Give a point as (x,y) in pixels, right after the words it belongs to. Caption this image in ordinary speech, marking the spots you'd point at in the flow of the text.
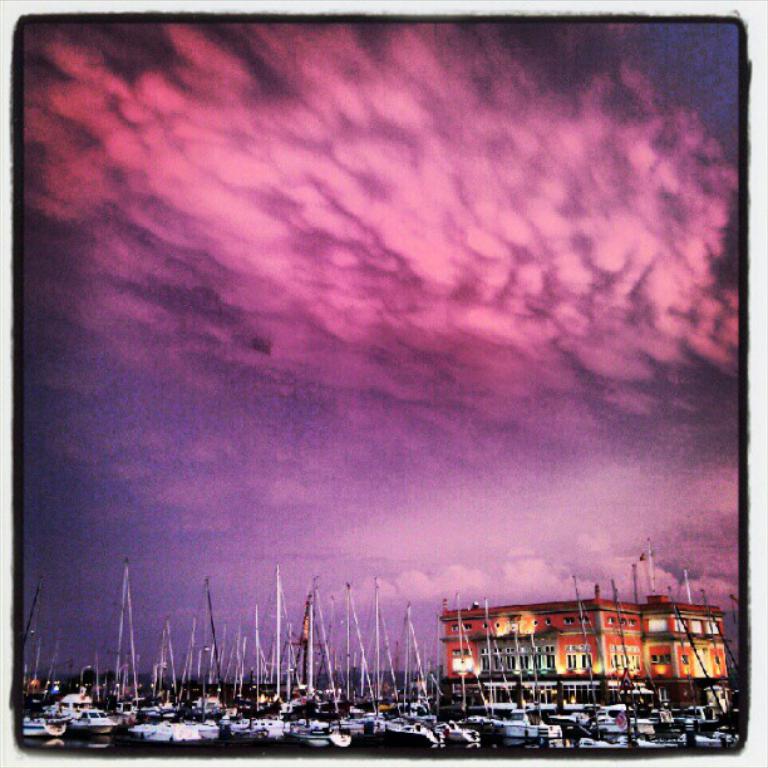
This is an edited image. I can see the boats (361,707) on the water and a building (575,651). In the background (324,487), there is the sky (416,538).
